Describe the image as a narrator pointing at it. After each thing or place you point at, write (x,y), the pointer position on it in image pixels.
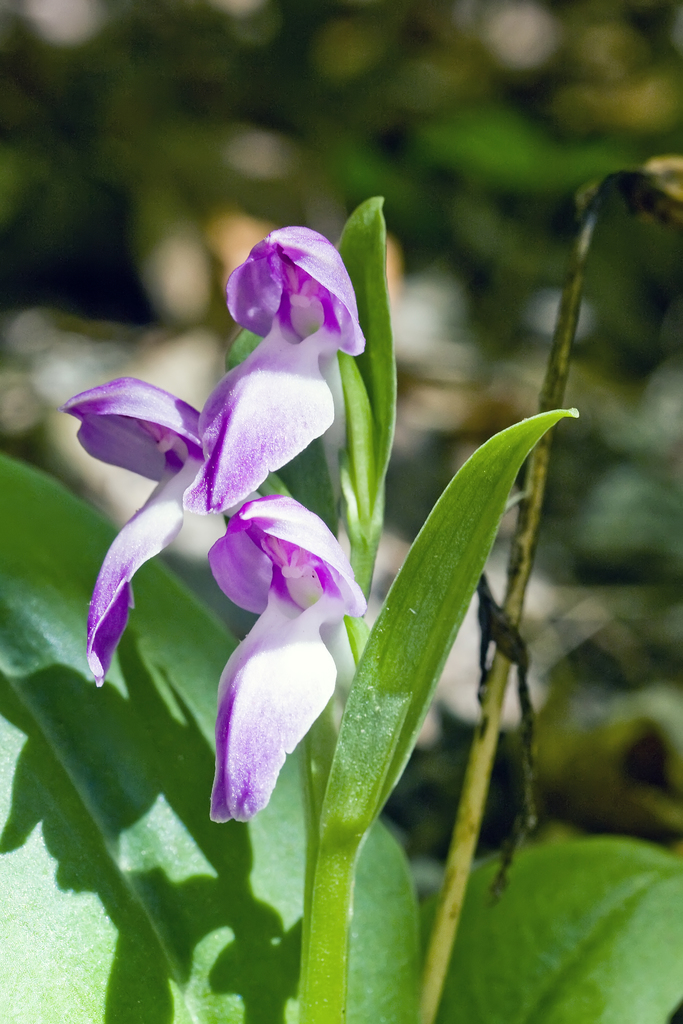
Here I can see a plant (228,727) along with the flowers (289,661) and leaves (123,821). The flowers (231,665) are in violet and white colors. The background (127,118) is blurred.
